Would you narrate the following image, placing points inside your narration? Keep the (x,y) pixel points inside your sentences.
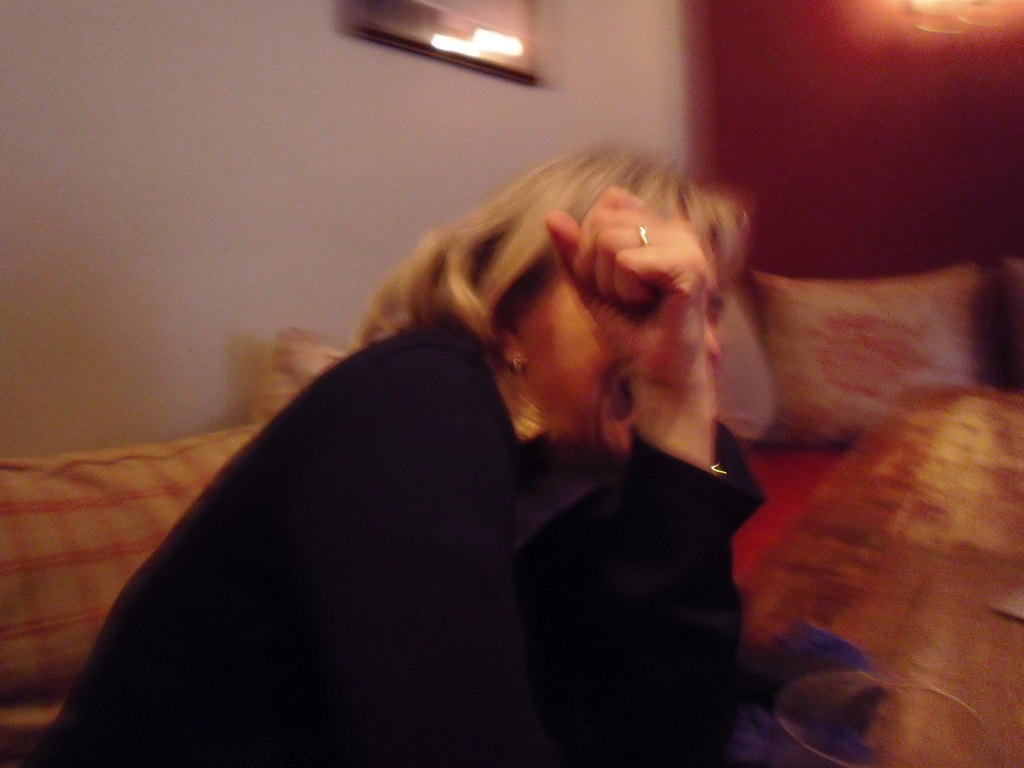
In this image I can see a person (462,549) wearing black dress (406,534) and sitting on the bed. I can see few pillows (802,335). The frame (492,19) is attached to the wall (546,23).
